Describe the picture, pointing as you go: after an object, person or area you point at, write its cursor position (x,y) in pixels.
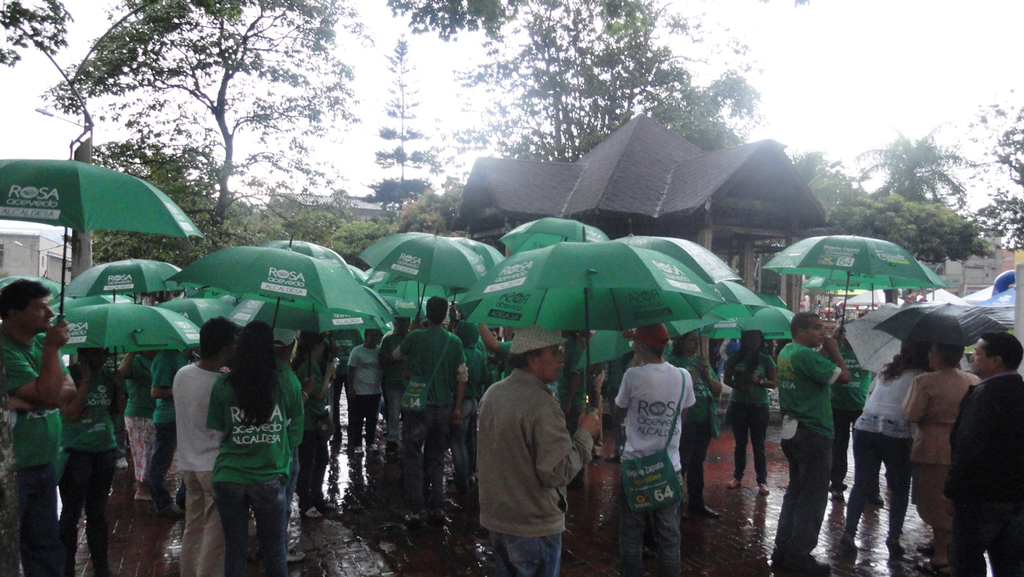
In this picture we can see many people (821,348) holding umbrellas (380,316) and standing on the path (146,495). There are a few houses (805,217) and trees (648,49) in the background (157,157).
